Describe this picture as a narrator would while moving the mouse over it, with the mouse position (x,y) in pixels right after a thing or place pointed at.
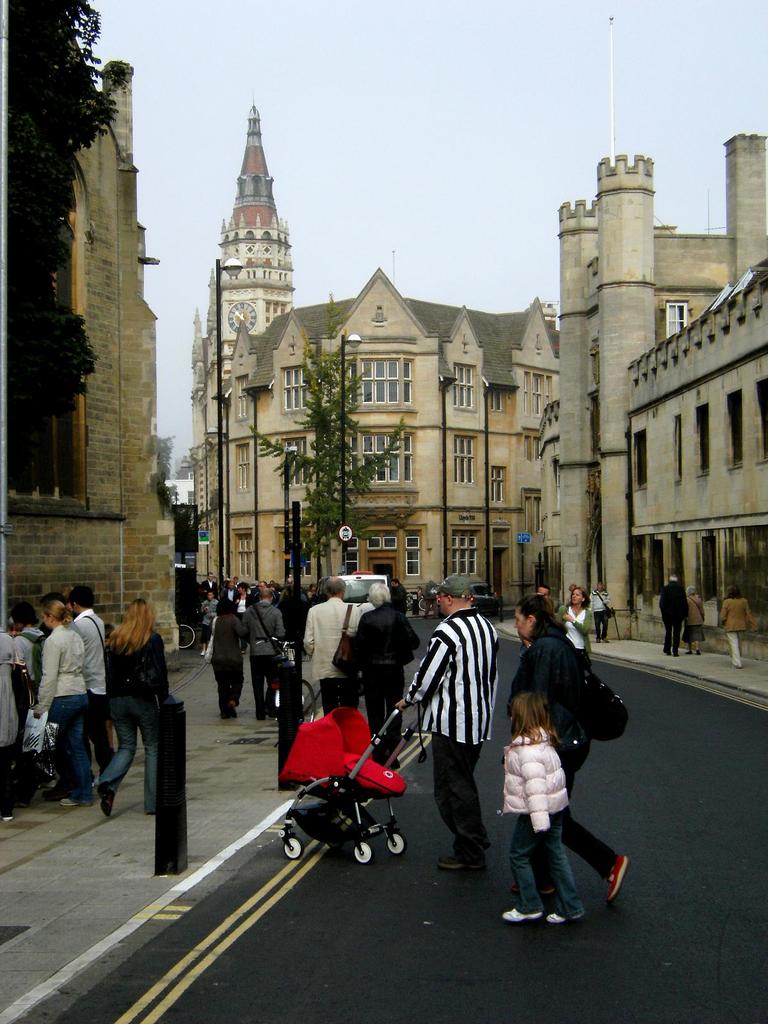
In the image, there are many buildings (443,376) beside the road (648,794) and many people (62,635) are walking on the footpath (183,660) of the road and a family (548,722) is crossing the road (494,742) and in the background (468,126) there is a sky (418,236).
